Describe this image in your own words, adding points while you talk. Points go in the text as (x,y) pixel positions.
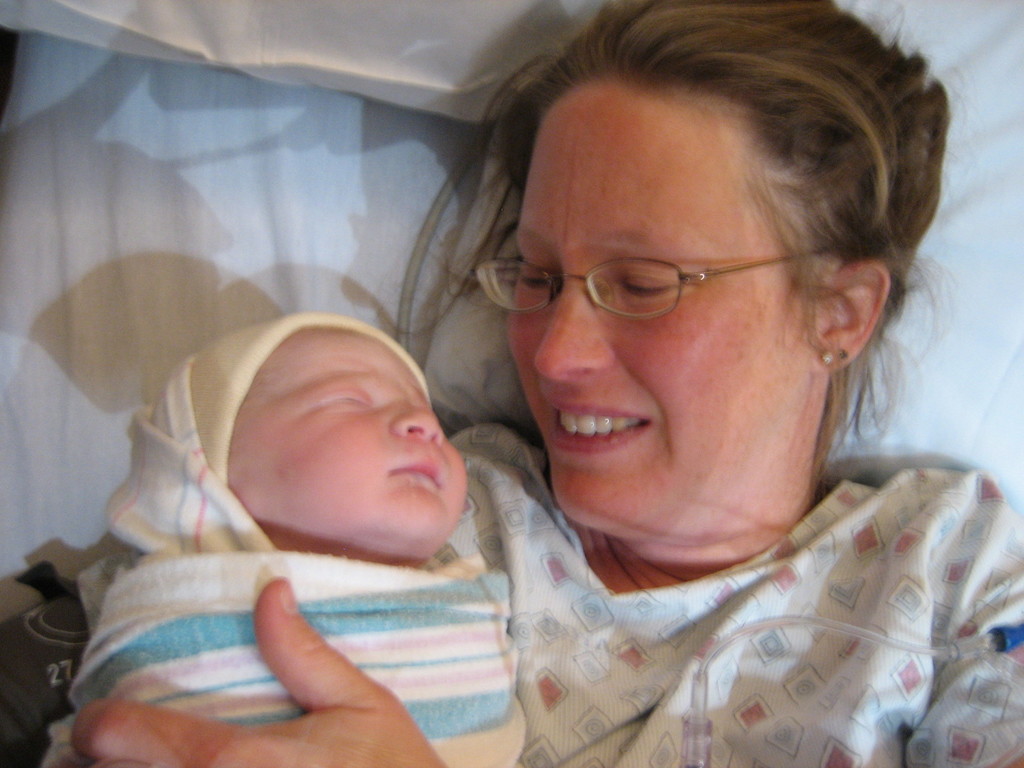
In this picture we can see a woman (729,380) lying on the bed (511,405) and holding a baby (198,402) in her arms (194,725).
